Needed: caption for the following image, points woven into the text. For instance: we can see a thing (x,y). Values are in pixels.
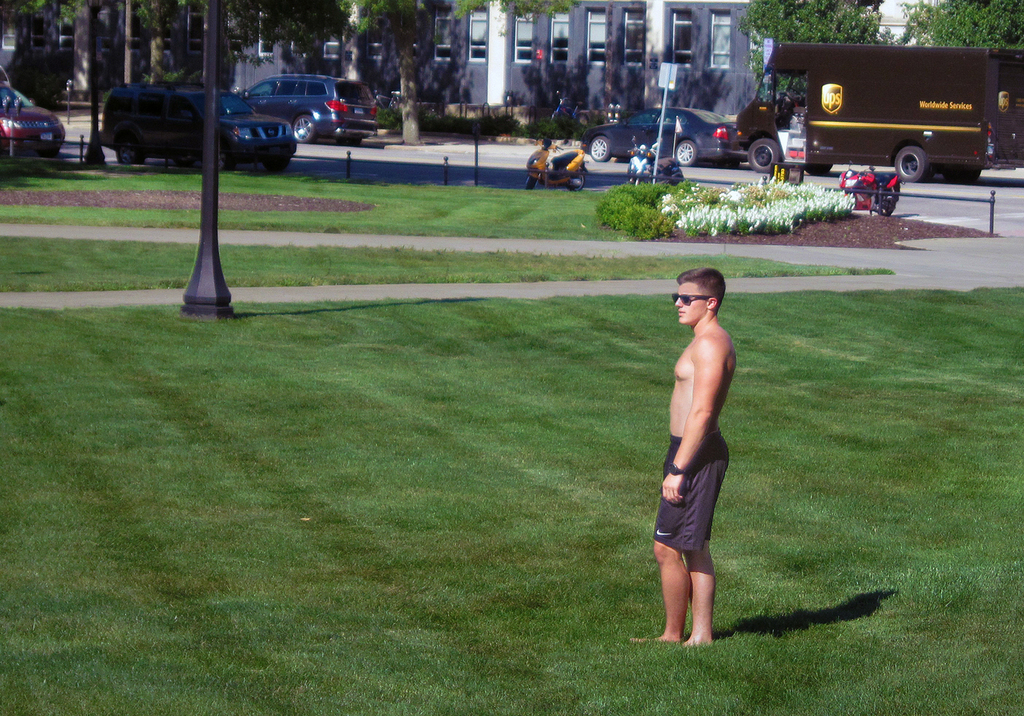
In the center of the image (680,447) there is a person (682,504) standing on the grass (611,635). On the left side of the image (209,268) there is a pole (215,149) and cars (134,135). In the background (168,135) there are cars (267,133), vehicles (658,134), building (655,101) and trees (780,16).
